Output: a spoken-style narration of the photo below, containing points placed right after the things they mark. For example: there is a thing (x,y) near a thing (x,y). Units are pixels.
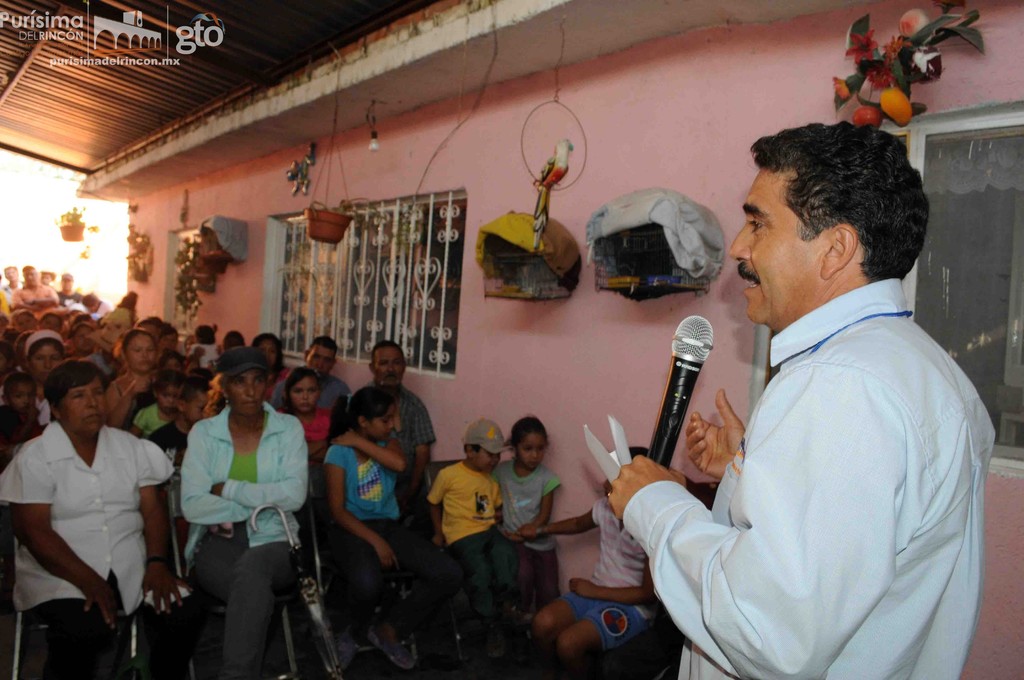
There is a group of people (218,426). They are sitting on a chairs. Some persons (276,461) are wearing a cap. On the right side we have a person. He is holding a mic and paper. We can see in background (311,263) flower pot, window (381,290) and wall (405,167).
